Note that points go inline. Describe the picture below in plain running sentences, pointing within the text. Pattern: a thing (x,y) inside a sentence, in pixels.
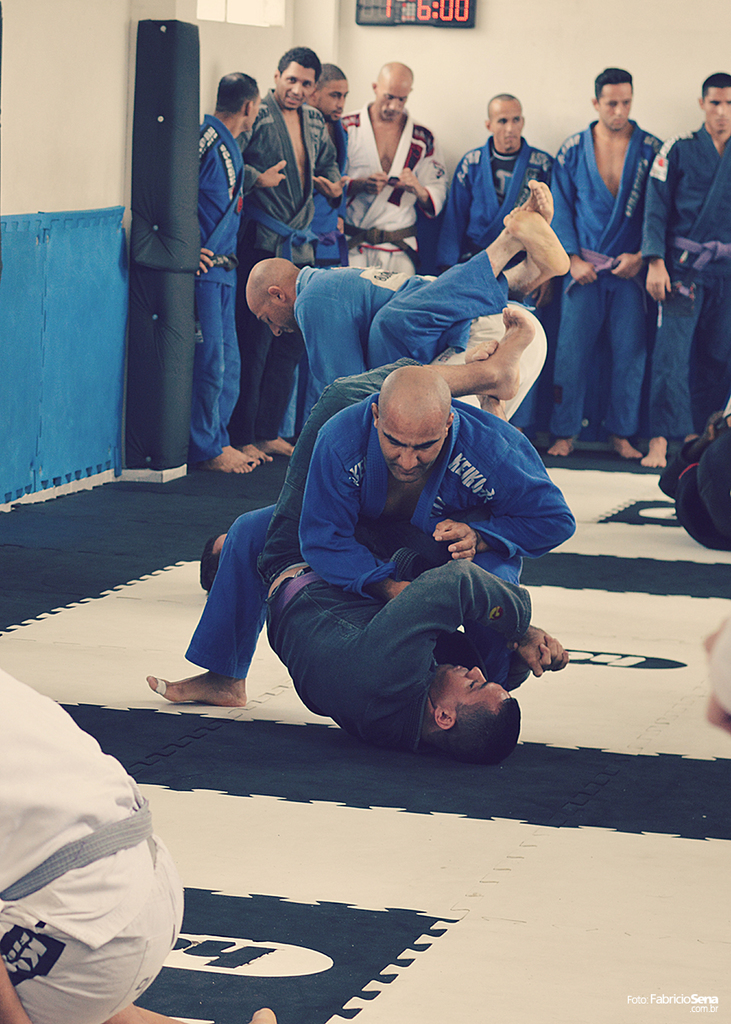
Here we can see two pairs of men (342,568) fighting on the floor (239,716). In the background (297,201) there are few men (340,184) standing on the floor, wall (47,28) and an electronic device (424,8) on the wall (518,86). On the left (145,1007) at the bottom corner (43,1003) we can see a person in squat position on the floor (217,530).
